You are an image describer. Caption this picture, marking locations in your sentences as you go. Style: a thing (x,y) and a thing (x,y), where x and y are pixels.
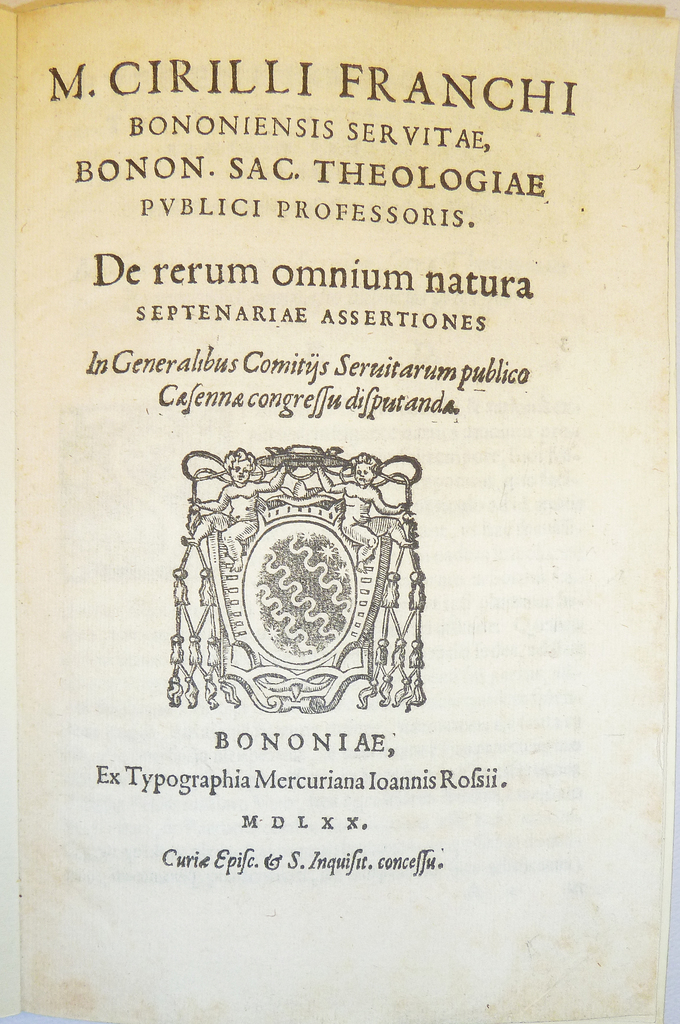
In this image we can see a paper (194,506) on which some text (195,201) and a picture (355,652) are printed.
